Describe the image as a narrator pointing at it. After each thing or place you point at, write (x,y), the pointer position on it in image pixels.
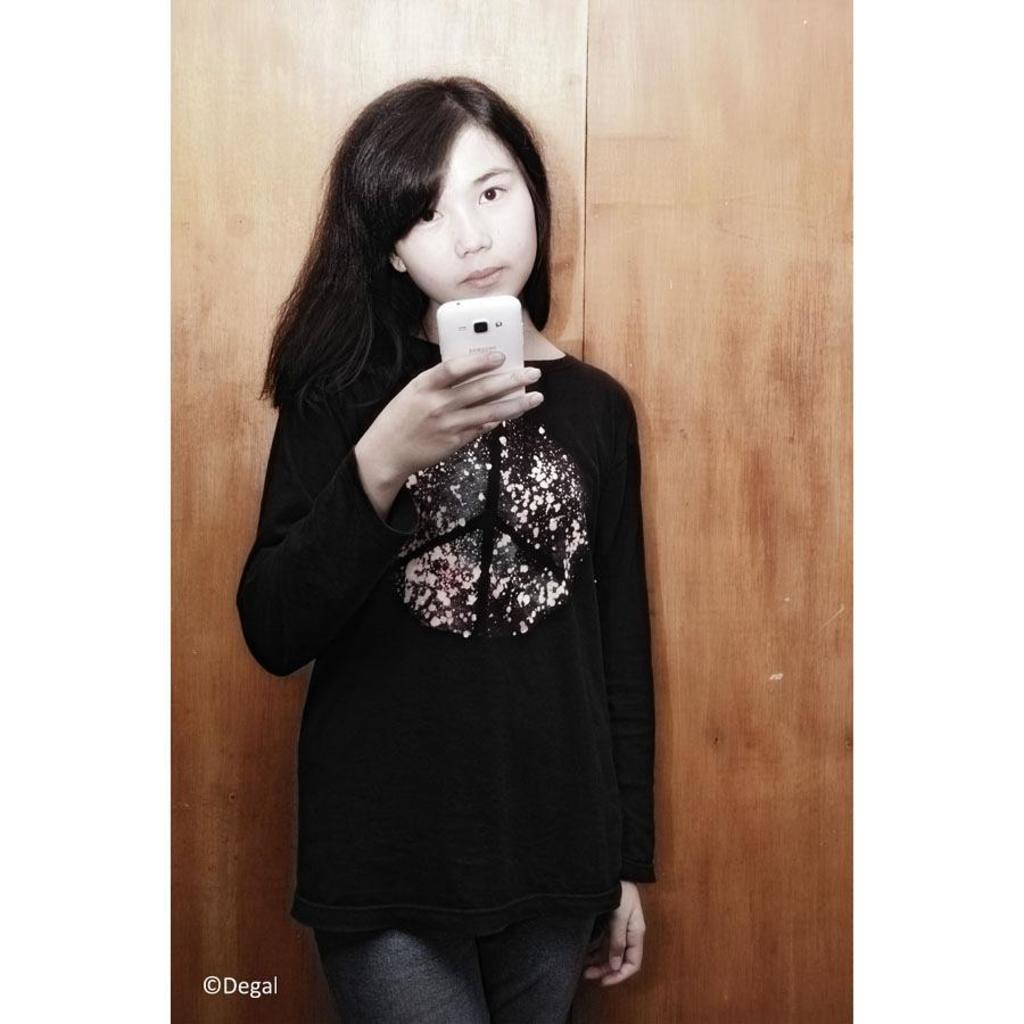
In the picture we can see a girl (598,794) standing and holding a mobile phone (497,341) which is white in color and she is wearing a black dress (585,794) and in the background (247,998) we can see a wooden wall (259,951).
